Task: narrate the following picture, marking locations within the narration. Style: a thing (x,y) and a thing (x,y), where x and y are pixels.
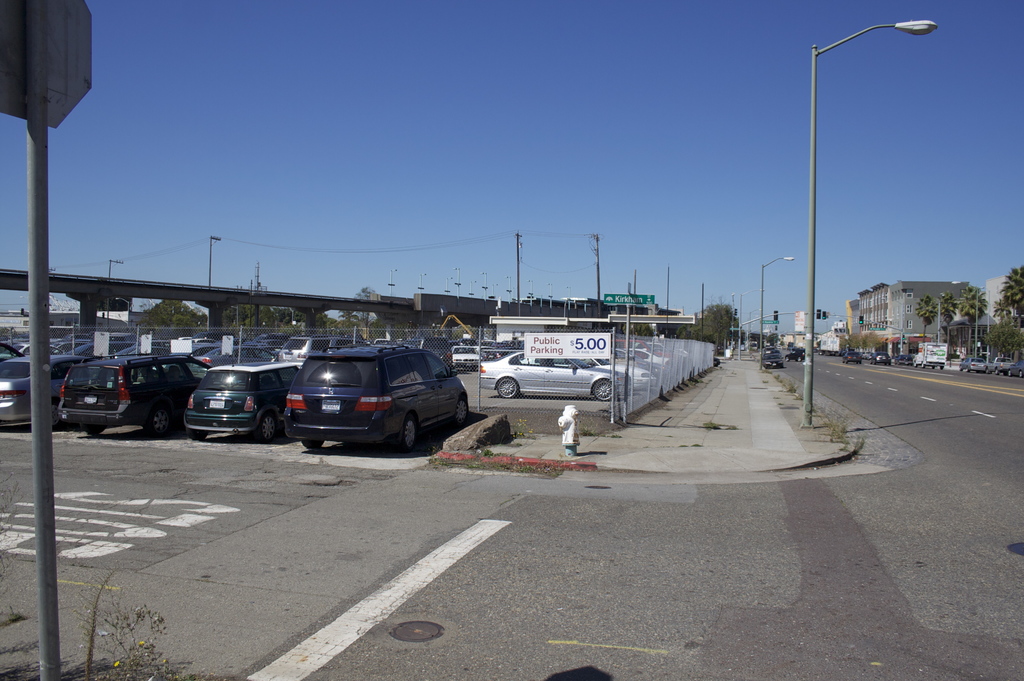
In this image we can see a group of cars (397,379) parked in the parking lot (474,381), a metal fence (498,381) and a fire hydrant (566,440) placed on the path (583,449). In the foreground (51,519) we can see a pole (54,580). In the background (918,341), we can see a group of buildings (944,335), trees (1010,325), poles (898,331) and a bridge (313,321) and the sky (589,189).
